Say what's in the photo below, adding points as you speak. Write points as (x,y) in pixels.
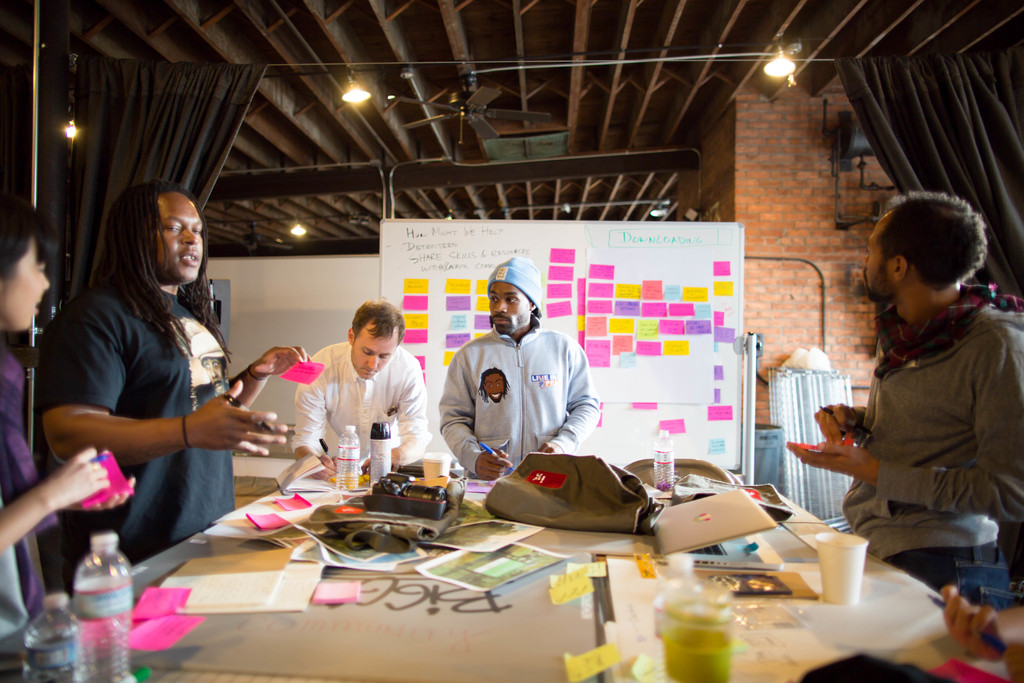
In this image there are group of persons (544,436) standing around the table (444,609). There are water bottles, bags (763,491), laptops (724,555), glasses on top of the table (420,646). At the background of the image (492,259) there is a board (597,260) and wall (848,237).
